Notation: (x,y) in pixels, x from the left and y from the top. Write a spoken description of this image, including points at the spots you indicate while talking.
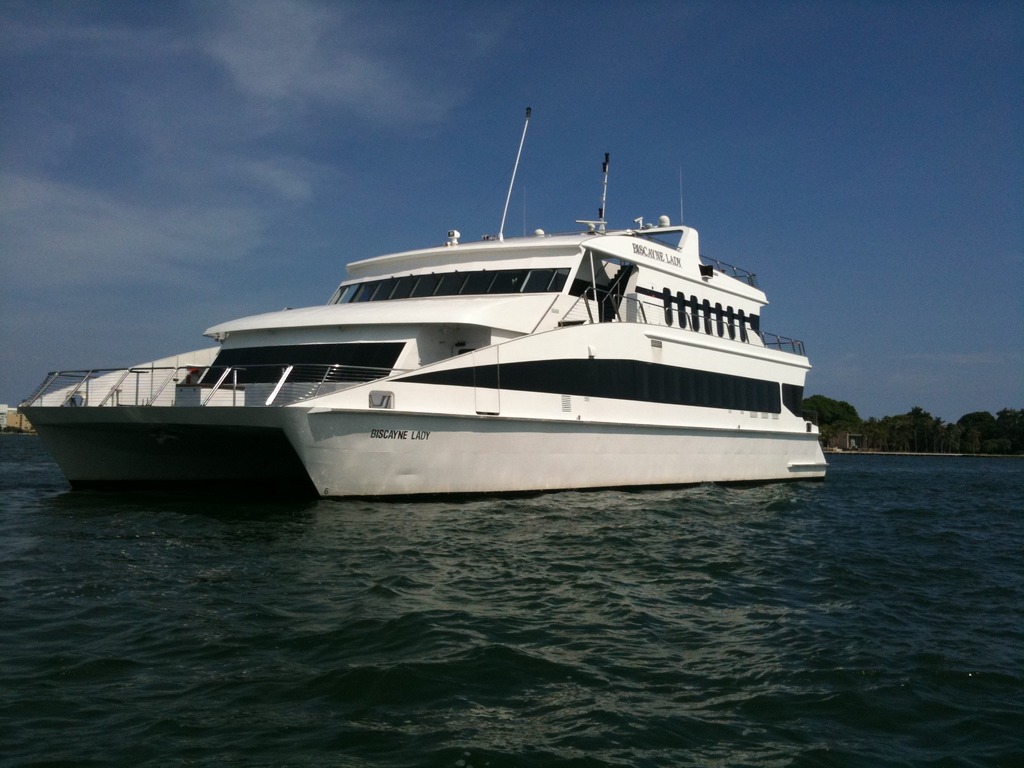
In the center of the image (490,367) we can see boat (498,425), trees (924,437) are present. At the bottom of the image (612,628) water (491,575) is there. At the top of the image (401,119) clouds (426,105) are present in the sky (221,248).
